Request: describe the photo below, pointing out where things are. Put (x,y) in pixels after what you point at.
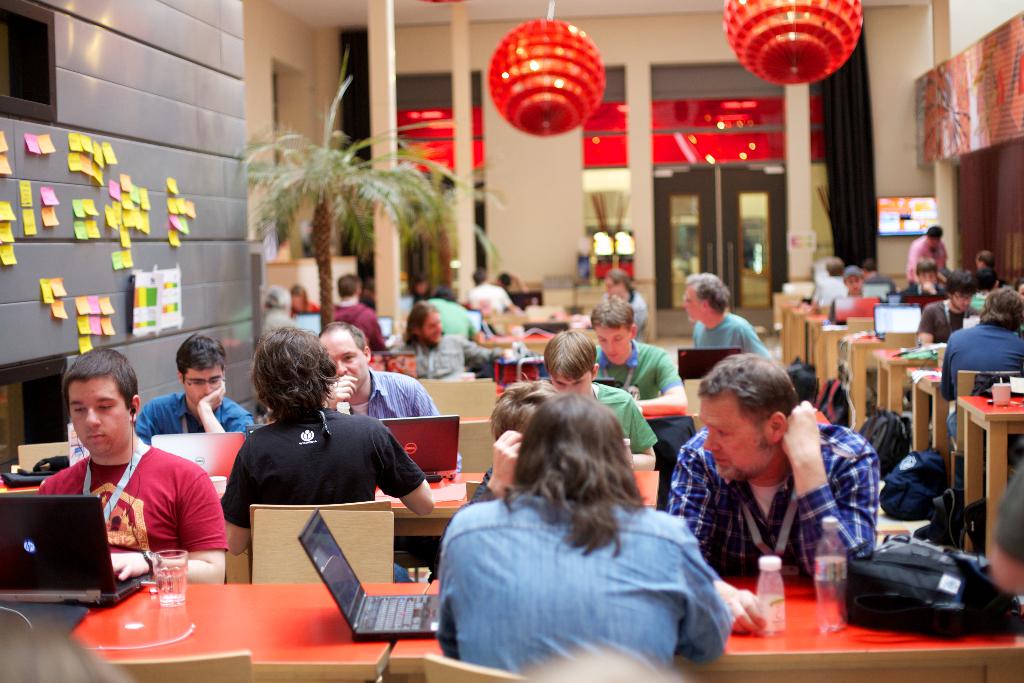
In this image I can see group of people (612,630) sitting and I can also see few laptops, bottles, bags (975,586), glasses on the table (407,650). I can also see few papers (124,240) attached to the wall (145,96), plants (327,137) in green color. I can also see few lights (795,74) and the wall (576,190) is in cream color.
